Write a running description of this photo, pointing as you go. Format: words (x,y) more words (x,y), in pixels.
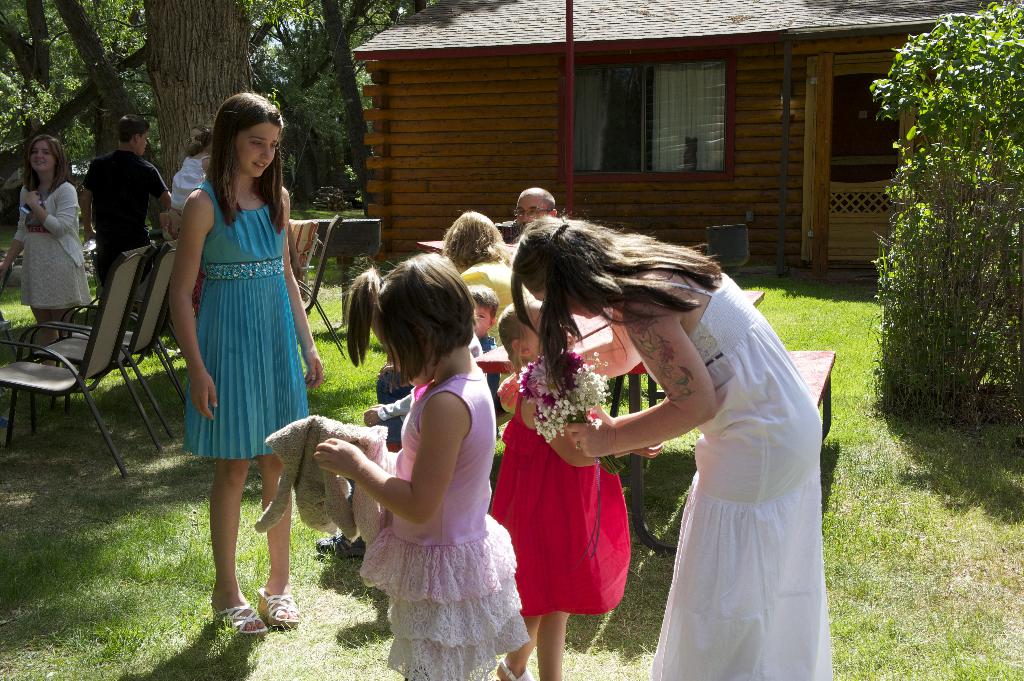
In this image I can see few people (487,436) are standing and few are sitting on chairs (147,287). They are wearing different color dresses (109,195) and few people (640,326) are holding something. Back I can see a house (771,142), windows (679,124), door (856,181), trees (60,62) and few chairs (163,271).
